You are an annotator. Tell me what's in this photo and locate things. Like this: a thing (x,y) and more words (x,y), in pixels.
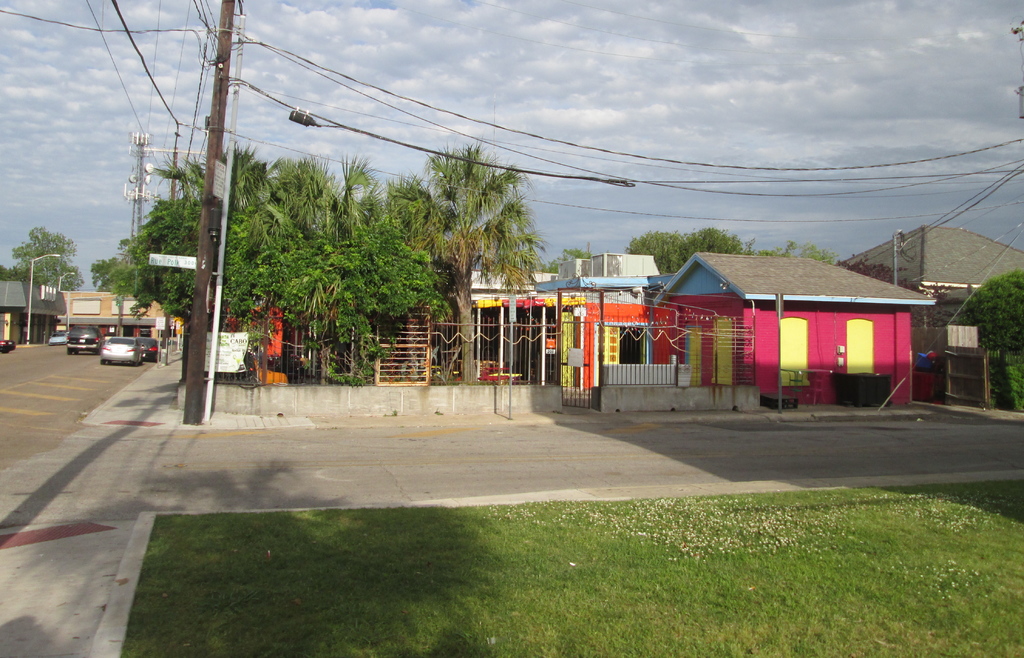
At the bottom of the picture (361,558), we see the grass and the road (226,470). On the left side (129,349), we see the vehicles (79,327) are moving on the road (81,356). Beside that, we see the streetlights (30,328) and the buildings (98,303). In the middle (536,318), we see a building (733,328) in pink, orange and yellow color. Beside that, we see the gate (579,363), railing (607,376) and an electric pole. Beside that, we see the trees (314,258). On the right side (968,254), we see the buildings (912,273), trees (1006,338) and poles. There are buildings (82,312), trees (683,255) and an electric tower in the background (558,260). At the top (700,31), we see the sky (345,93) and the wires (690,48).
